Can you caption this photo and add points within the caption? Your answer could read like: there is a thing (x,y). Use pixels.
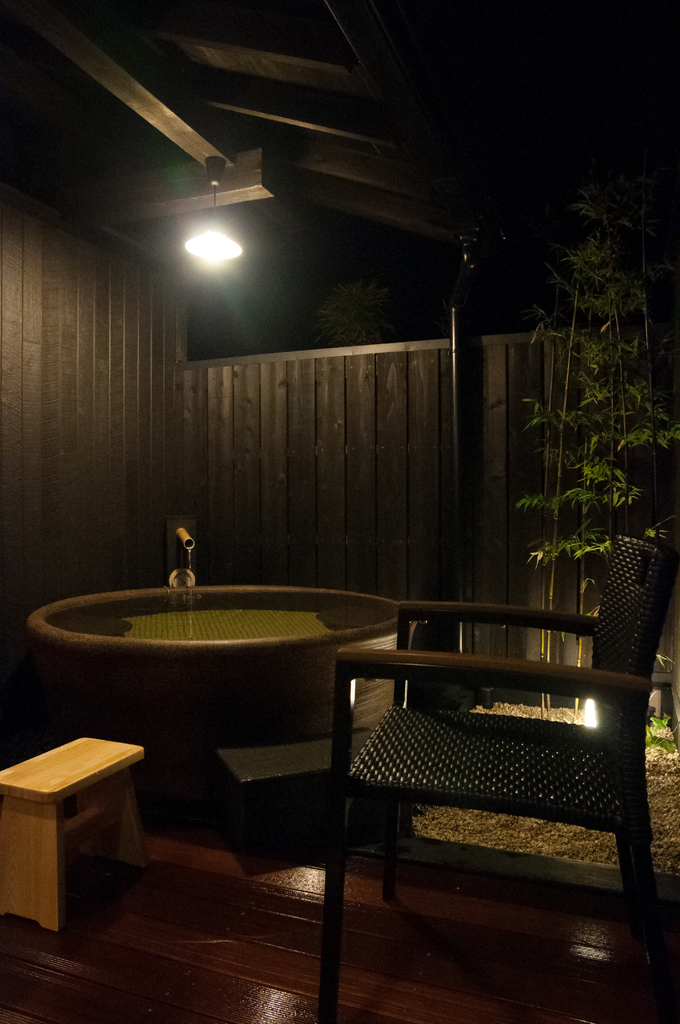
In this image there is a bathtub (286,599) filled with water (184,638), on top of the bathtub (188,598) there is a pipe (193,544), in front of the bathtub (331,667) there is a chair (439,742), beside the chair (537,685) there are plants (603,269) growing from the gravel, on top of the ceiling (205,188) there is a lamp (202,238).
